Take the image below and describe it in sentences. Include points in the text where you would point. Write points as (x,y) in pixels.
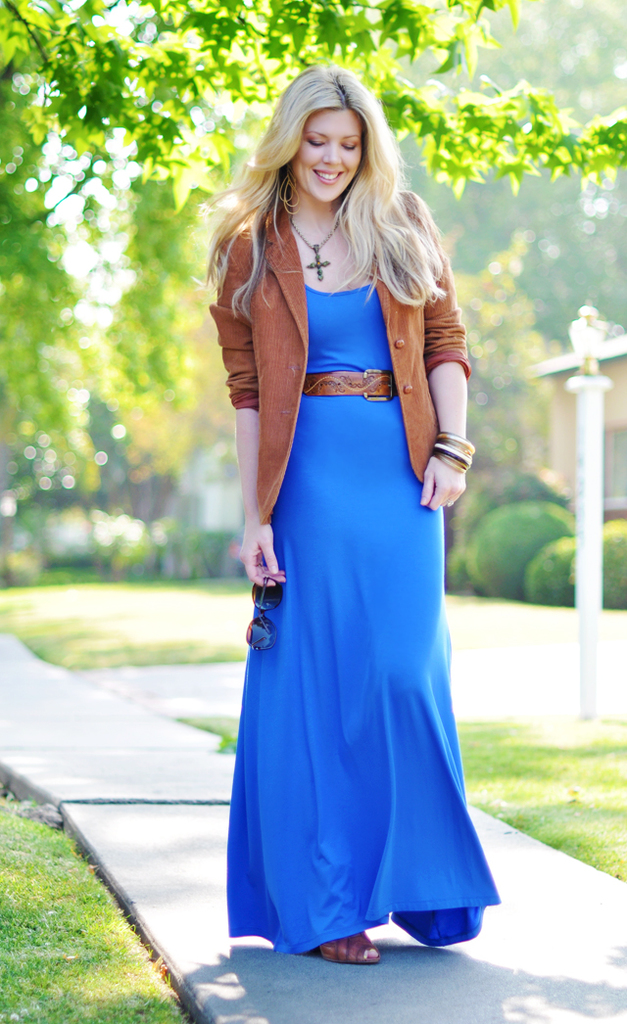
In this image I can see a woman (403,643) standing, wearing a brown coat (297,382) and a blue dress (263,676). She is holding goggles (263,611) and there are trees (396,69).
